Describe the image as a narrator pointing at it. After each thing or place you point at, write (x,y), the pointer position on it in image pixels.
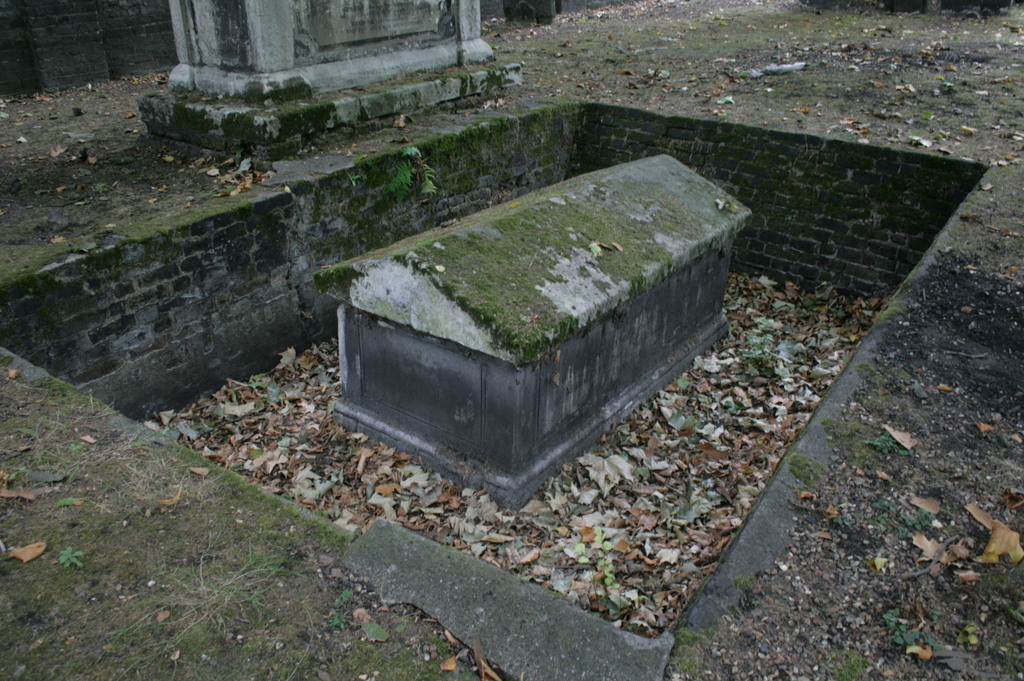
In the center of the image (356,432) there is a gravestone (488,467). There are dried leaves (623,484). At the bottom of the image (194,607) there is grass (161,631).
